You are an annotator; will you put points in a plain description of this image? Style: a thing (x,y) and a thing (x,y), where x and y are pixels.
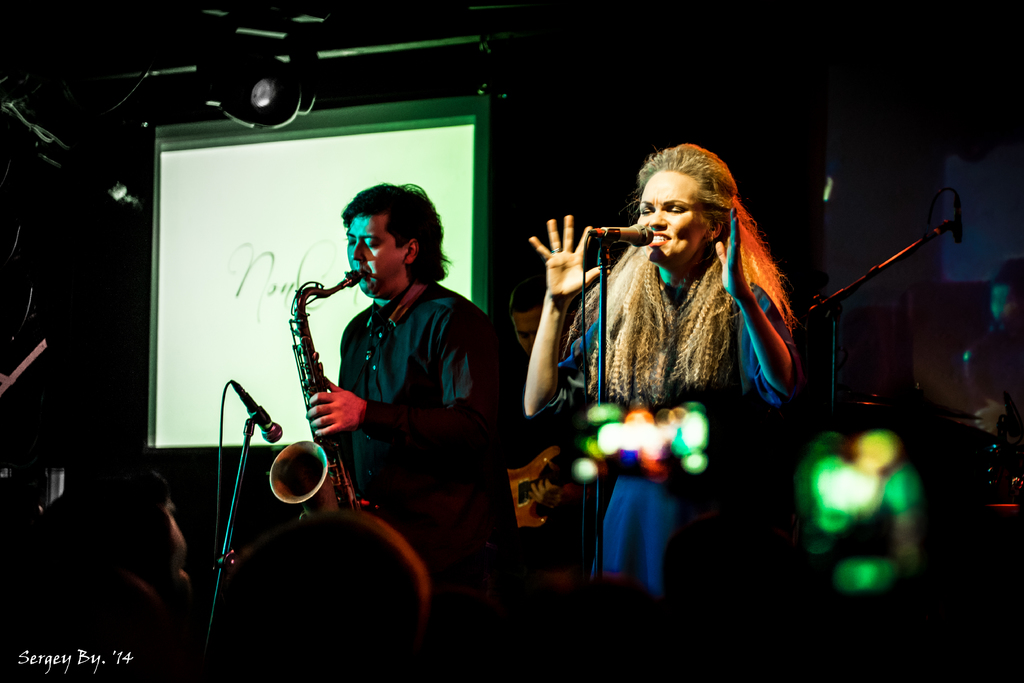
In this image I can see two people (480,384) with different color dresses (452,401) and one person (434,406) playing the musical instrument (299,362). In-front of these people (458,494) I can see the mics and few more people (223,619). I can see the screen (269,266) and the black background.
